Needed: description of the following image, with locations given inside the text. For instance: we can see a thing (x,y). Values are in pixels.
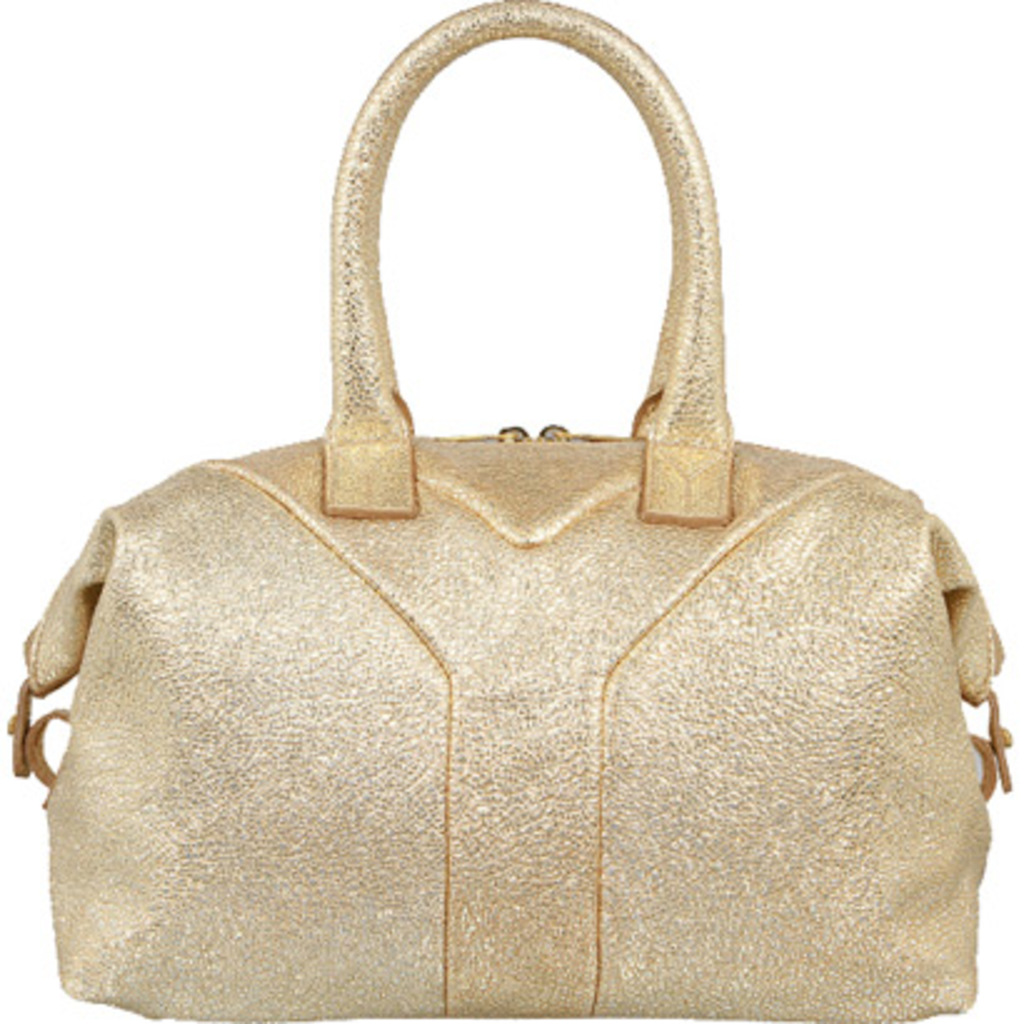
There is a handbag (605,780) with golden color.
